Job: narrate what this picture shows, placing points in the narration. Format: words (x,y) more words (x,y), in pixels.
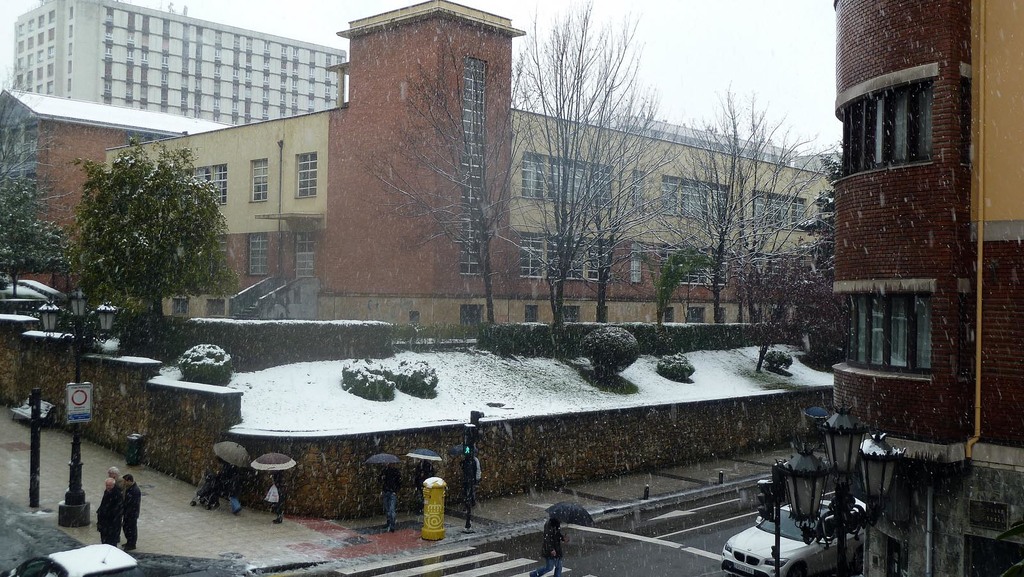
In the picture we can see some persons (226,487) walking through the footpath (212,523) holding umbrellas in their hands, there is road (687,546) on which some vehicles (744,537) are moving and in the background of the picture (38,224) there are some poles (815,479), trees (52,245), buildings (404,113) and cloudy sky (654,84).
